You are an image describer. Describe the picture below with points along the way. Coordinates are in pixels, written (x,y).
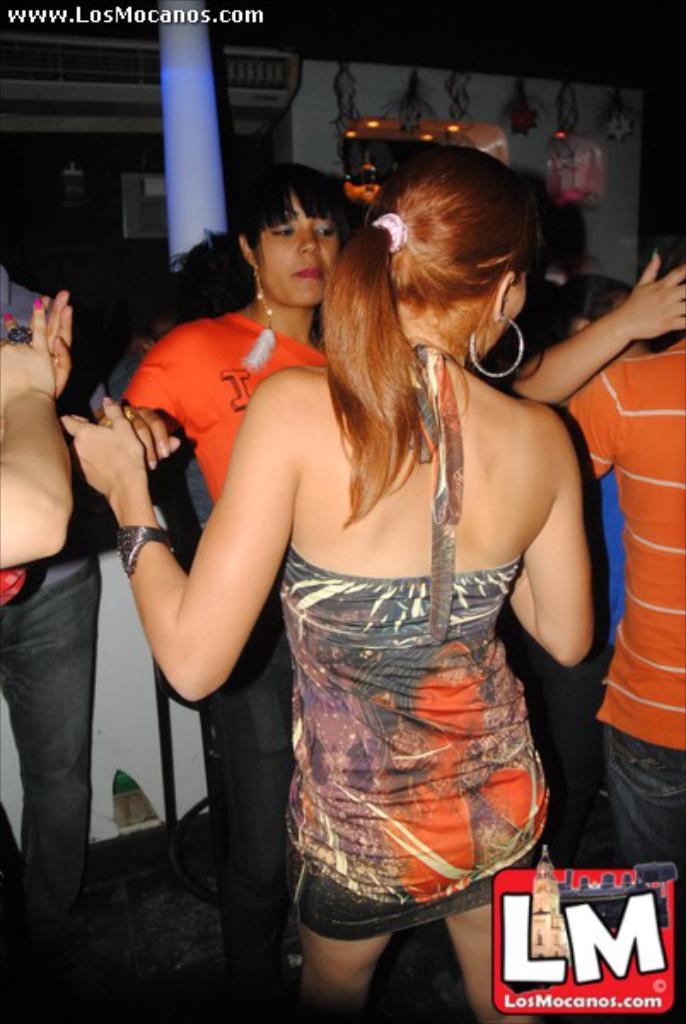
In this picture I can see few people (279,432) who are standing in front (33,404) and I see the watermarks (542,910) on the left top corner (51,8) and right bottom corner.
